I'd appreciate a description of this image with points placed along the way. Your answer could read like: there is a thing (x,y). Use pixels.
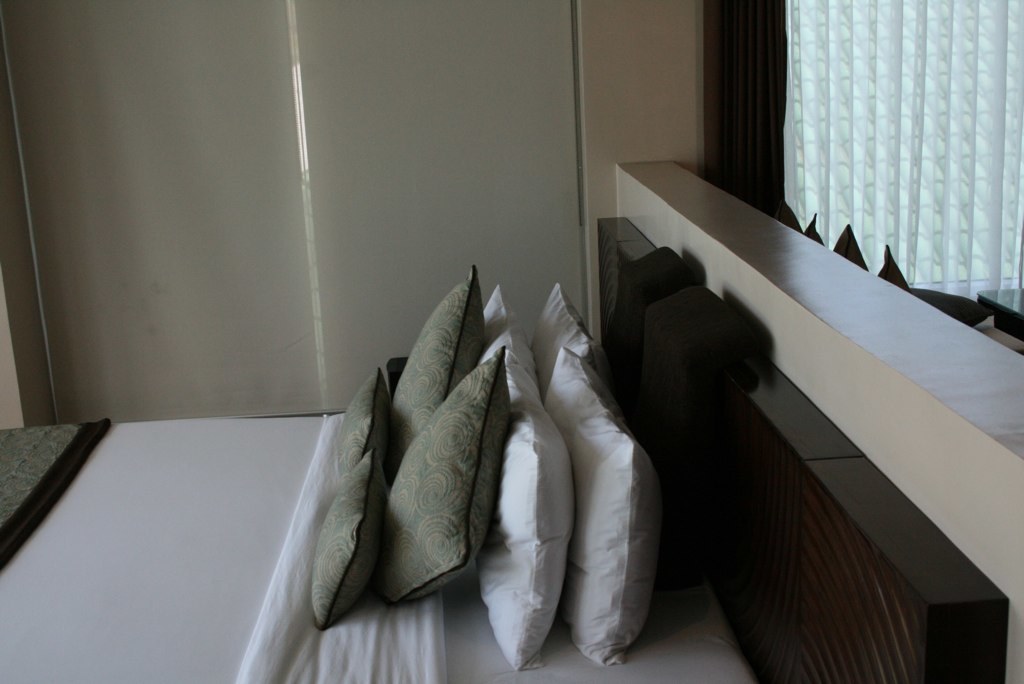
This is the picture of some pillows (380,474) on the bed (20,559) which are in white and grey color.
